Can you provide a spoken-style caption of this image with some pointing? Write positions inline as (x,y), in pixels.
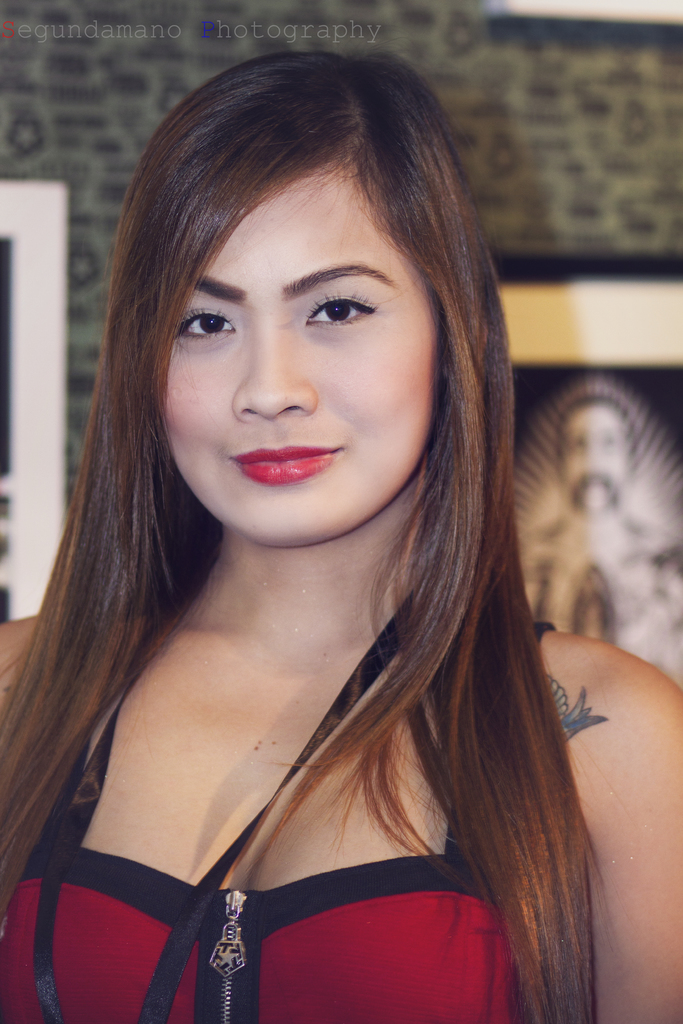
Here I can see a woman (296,799) wearing a red color dress (278,999), smiling and giving pose for the picture. In the background (563,421) there is a frame (588,424) attached to the wall (581,115).
